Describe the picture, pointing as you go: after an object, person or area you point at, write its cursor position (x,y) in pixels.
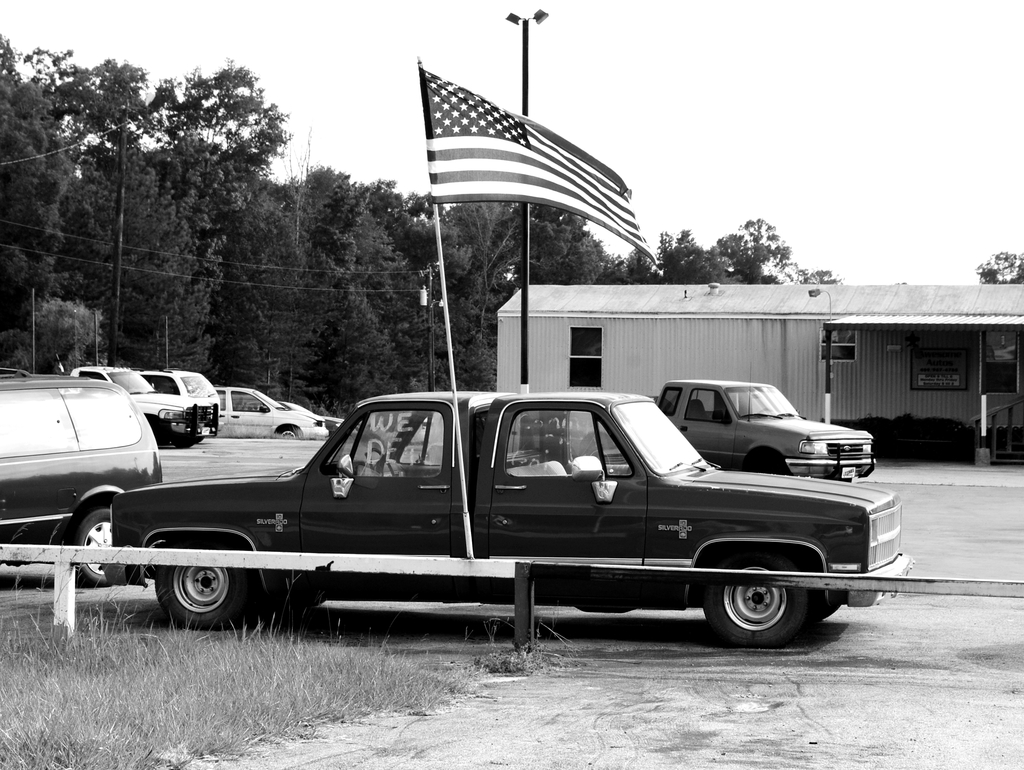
In this picture I can observe some cars (347,434) parked in the parking lot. In the middle of the picture (439,267) I can observe national flag (487,149). In the background (298,221) there are trees (301,258) and sky (828,120). This is a black and white image.
